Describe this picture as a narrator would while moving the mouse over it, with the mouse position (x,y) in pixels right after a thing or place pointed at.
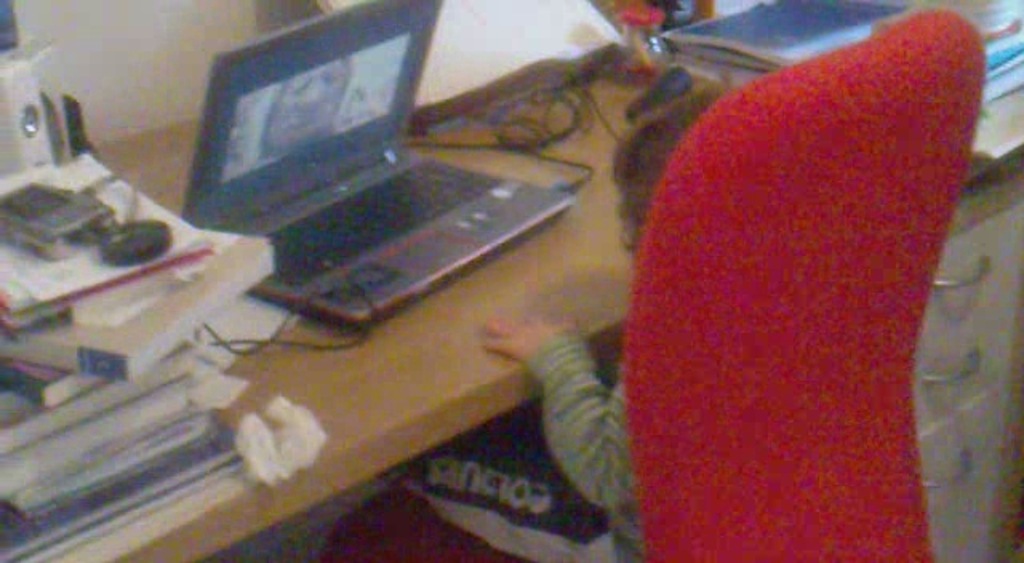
In this picture we can see a table (385,336) and on table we have books (152,330), laptop (274,186), wires (583,108) and in front of this a child (684,123) sitting on chair (749,381) and aside to this we have racks (941,404).
